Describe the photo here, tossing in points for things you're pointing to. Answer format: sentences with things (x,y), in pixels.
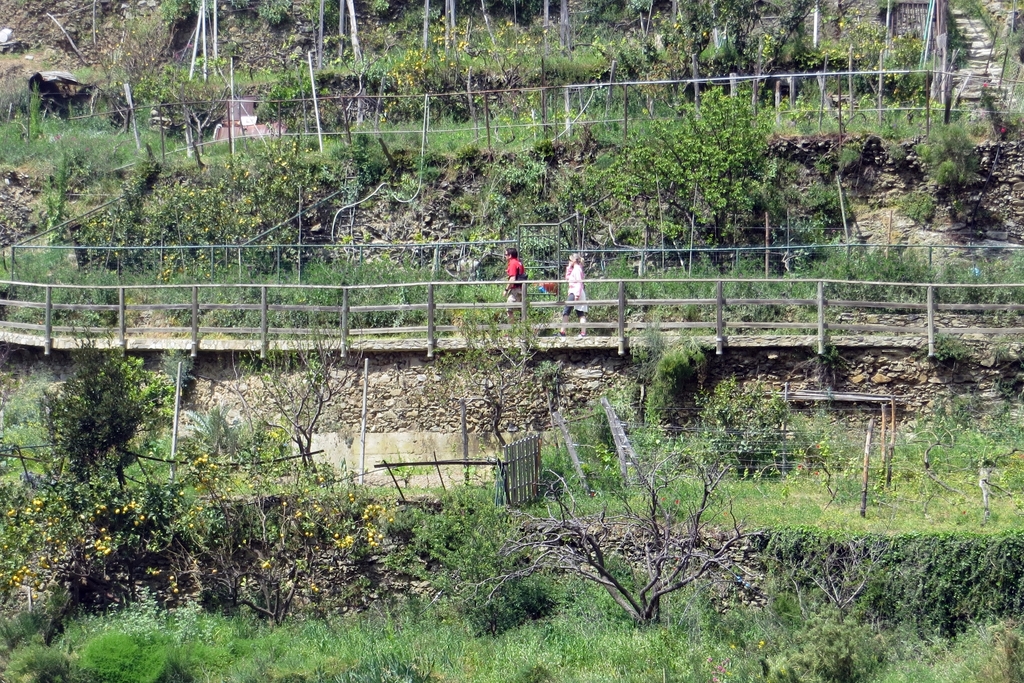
In this picture there were two members (572,285) walking in this path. We can observe a wooden railing (362,312). There are plants (197,249) and trees (683,182) in this picture.
